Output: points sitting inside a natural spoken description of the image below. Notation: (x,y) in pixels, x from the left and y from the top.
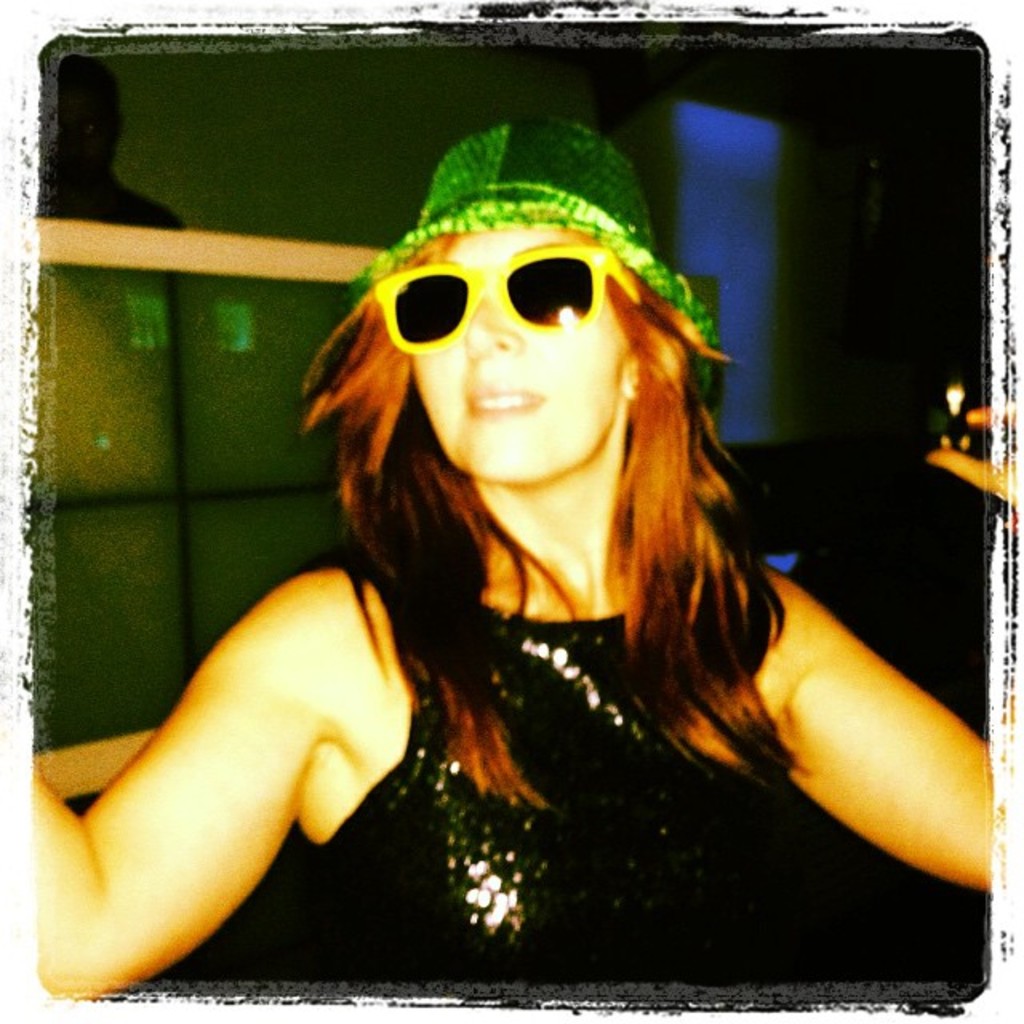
In the front of the image (529,522) I can see a person (487,634) wore goggles (531,271), hat (584,168) and holding an object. In the background of the image (844,225) it is dark. I can see a person (108,199) and objects (260,247).
